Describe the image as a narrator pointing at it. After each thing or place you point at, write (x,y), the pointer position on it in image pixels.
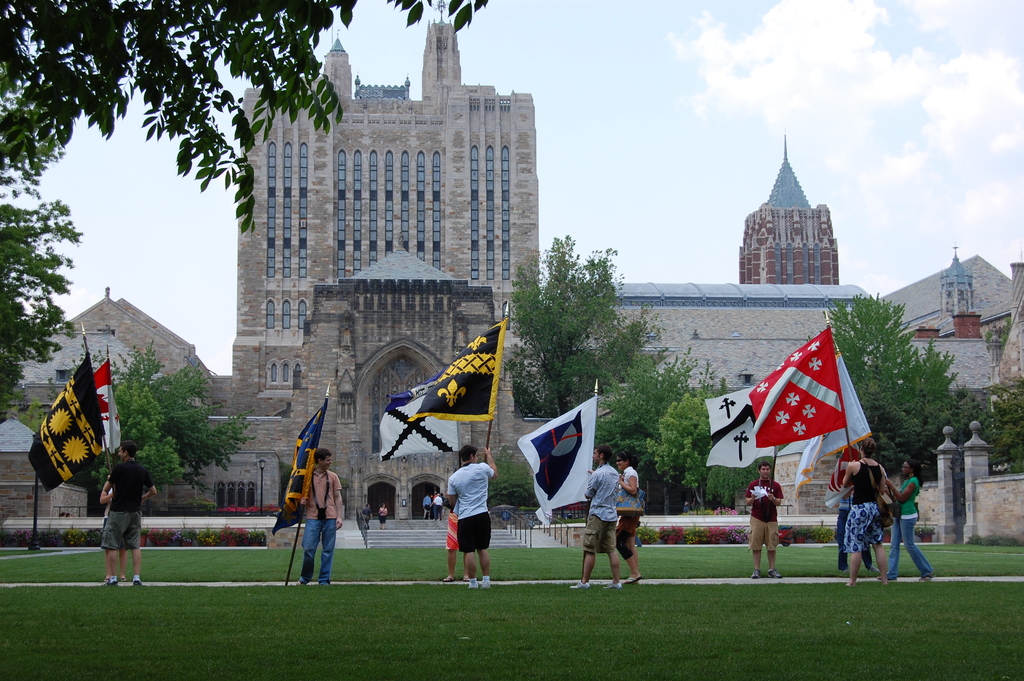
In this image we can see there are few people (600,501) holding a flag (113,441) in their hand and standing on the surface (556,627) of the grass (776,610). In the background (413,372) there is a building (344,335), in front of the building (330,365) there are some trees (699,422).
